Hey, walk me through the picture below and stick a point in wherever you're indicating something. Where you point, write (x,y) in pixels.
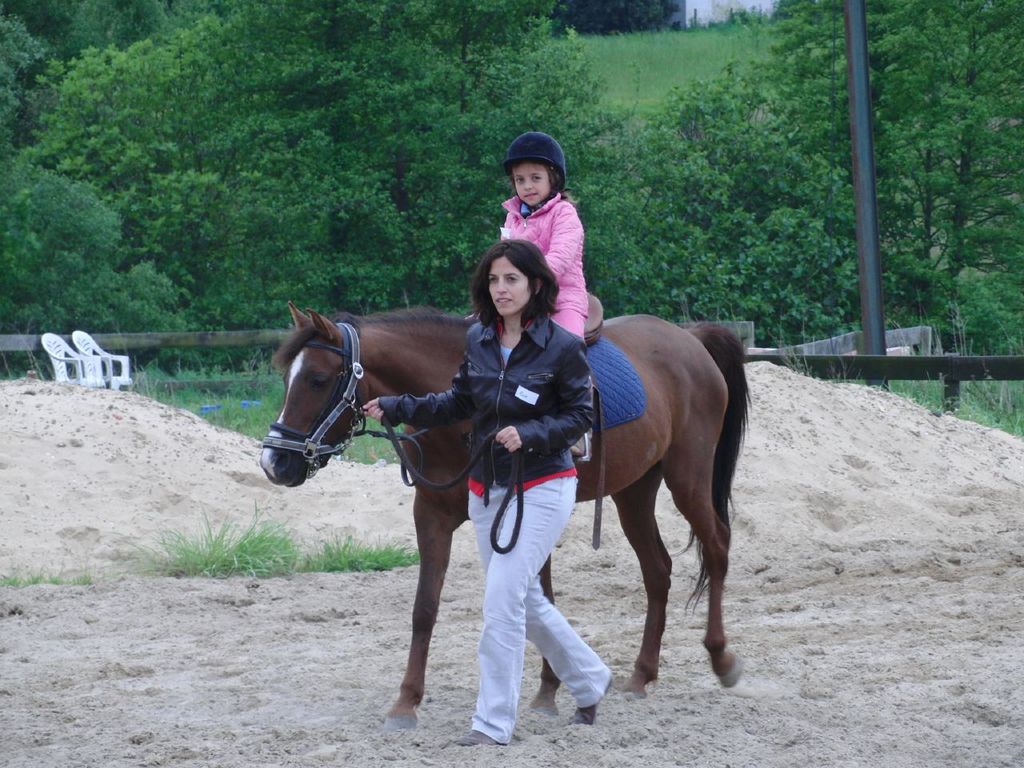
This Image is clicked outside there are trees (63,119) on the top (234,255) and there is sand (590,534) in the middle (366,500). There is a horse (638,467) in the middle (669,367). There is a kid (533,171) sitting on that horse (685,356) and woman (447,417) is holding that horse (441,538). Two chairs (52,334) are placed on the left side (46,346).
